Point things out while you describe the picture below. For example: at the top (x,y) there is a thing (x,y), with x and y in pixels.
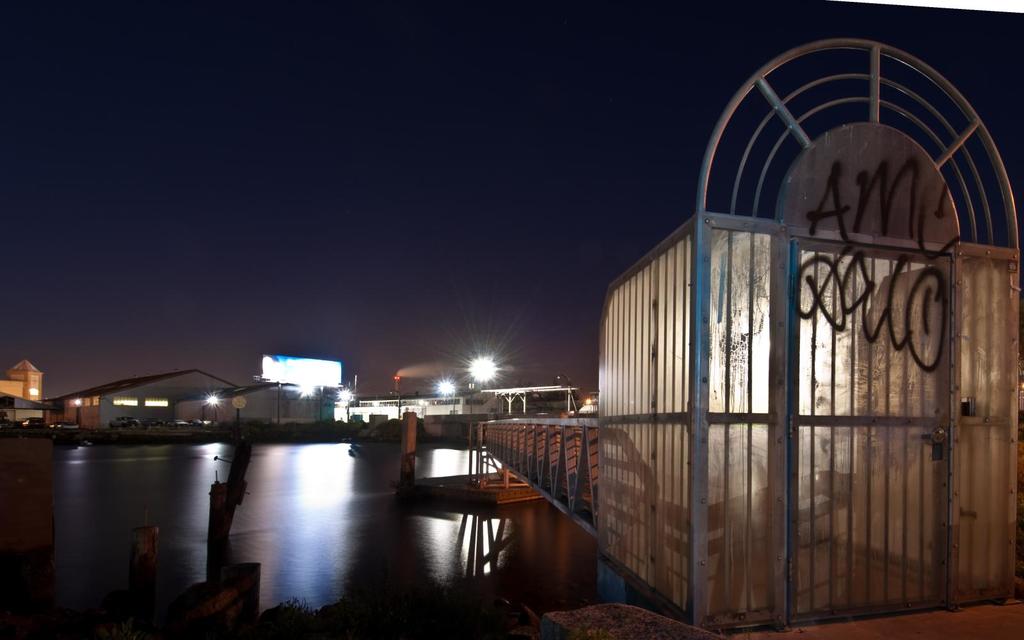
In this picture we can see a gate (859,601) with a door (842,586), here we can see a bridge (564,482), water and some objects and in the background (253,318) we can see sheds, lights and the sky (321,342).
